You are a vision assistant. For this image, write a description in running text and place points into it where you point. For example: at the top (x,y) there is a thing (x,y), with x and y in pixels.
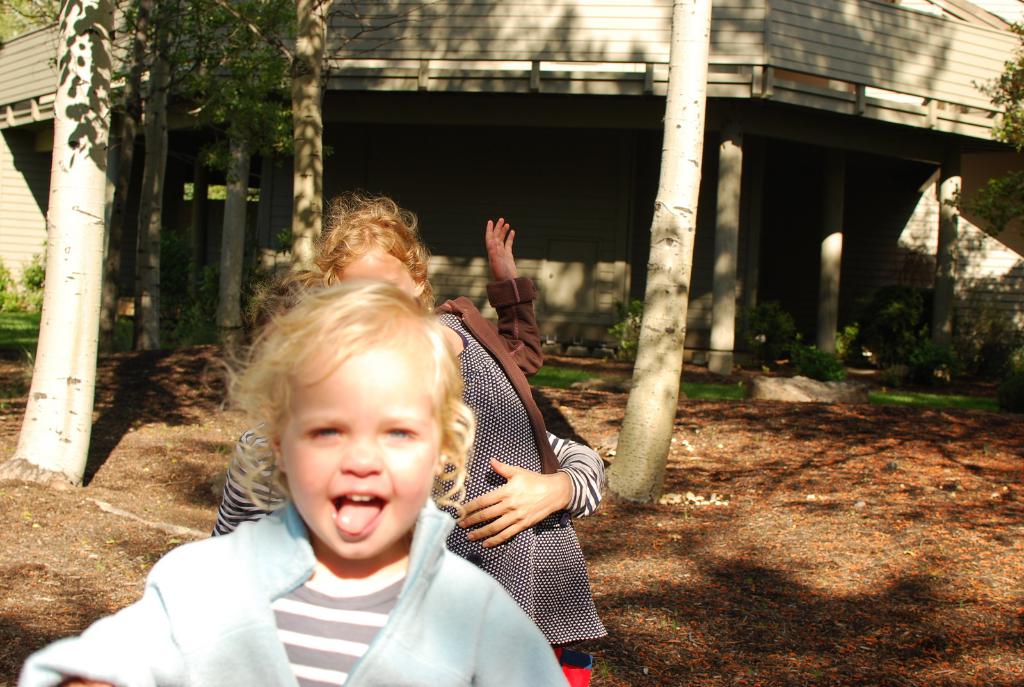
In this image we can see girls (319,406) standing on the ground (989,546). In the background (36,191) we can see trees (223,173) and building (519,101).
